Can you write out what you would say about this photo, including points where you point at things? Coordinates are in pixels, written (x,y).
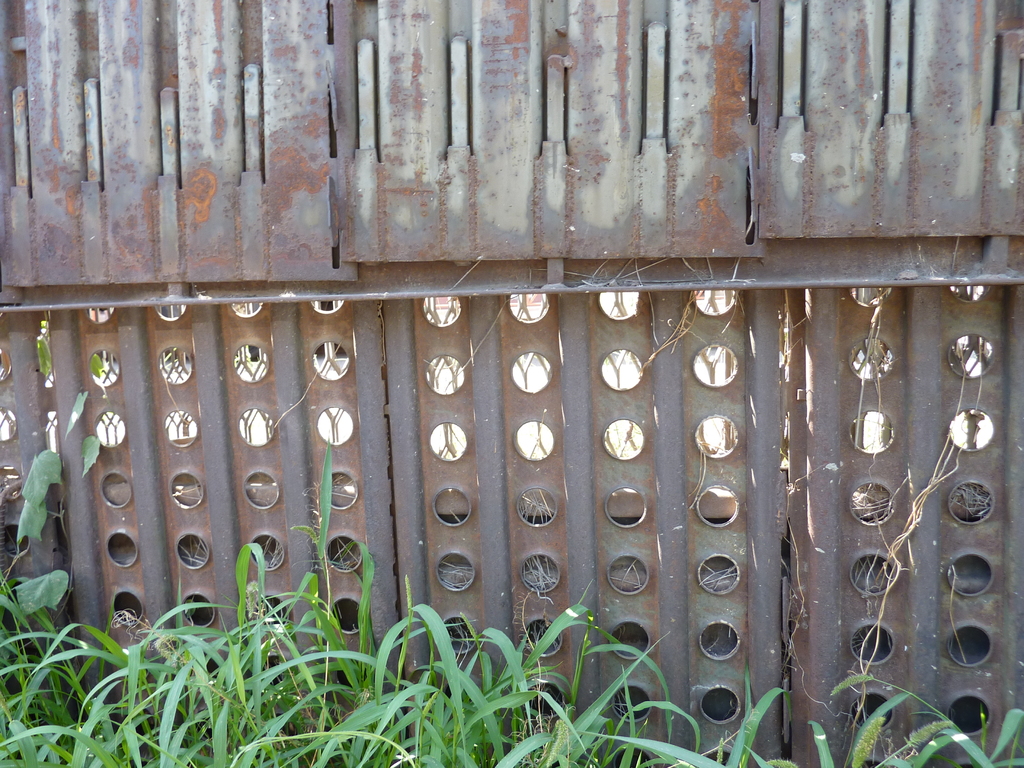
In this image there is the grass (469,702) truncated towards the bottom of the image (89,682), there is a fencing (498,396), there is a metal wall (479,179) truncated towards the top of the image (371,165).
